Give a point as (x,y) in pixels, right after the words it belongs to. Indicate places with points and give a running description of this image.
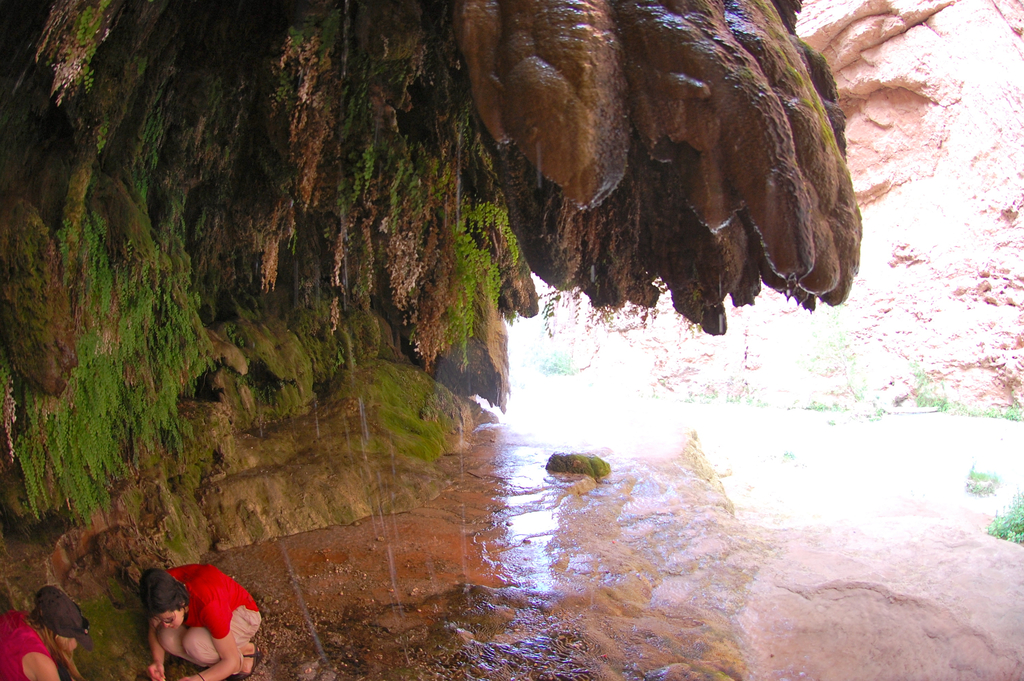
In this picture we can see there are two people (199,678) are in squat position and behind the people (60,636) there is water (529,675) and hills (914,143).
